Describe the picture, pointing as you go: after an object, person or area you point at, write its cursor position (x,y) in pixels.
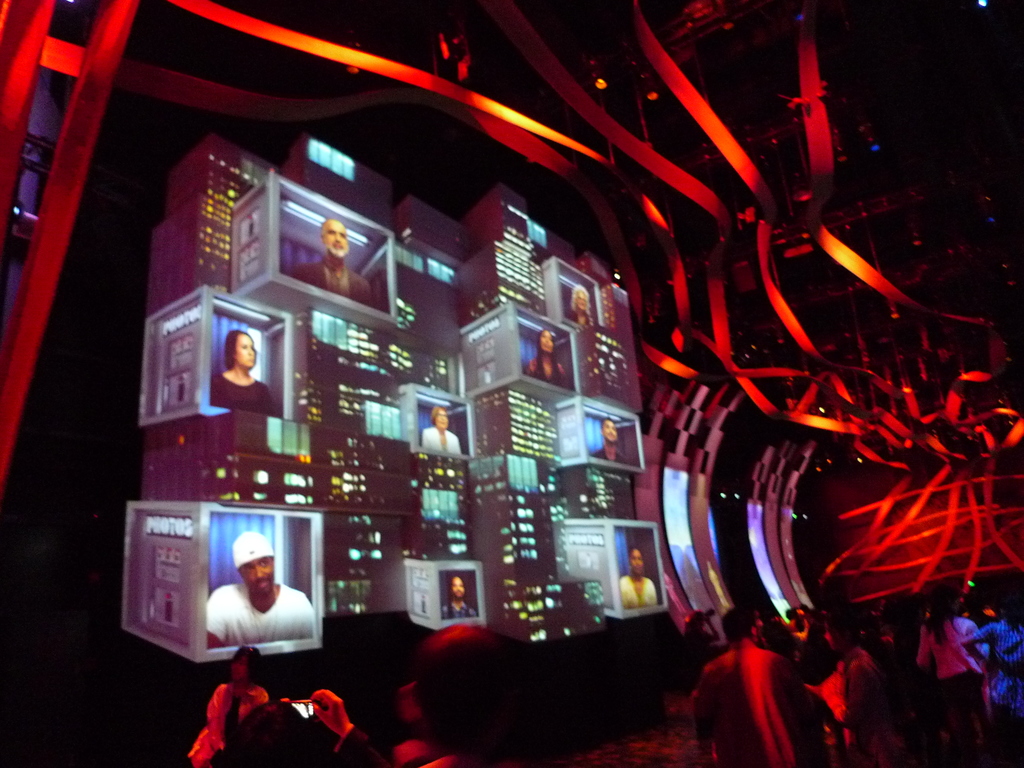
At the bottom of the image (432,656) there are many people (792,660). Also there are screens (359,316) with images (552,341) of different people (457,581). Also there are red color lights (15,165).
